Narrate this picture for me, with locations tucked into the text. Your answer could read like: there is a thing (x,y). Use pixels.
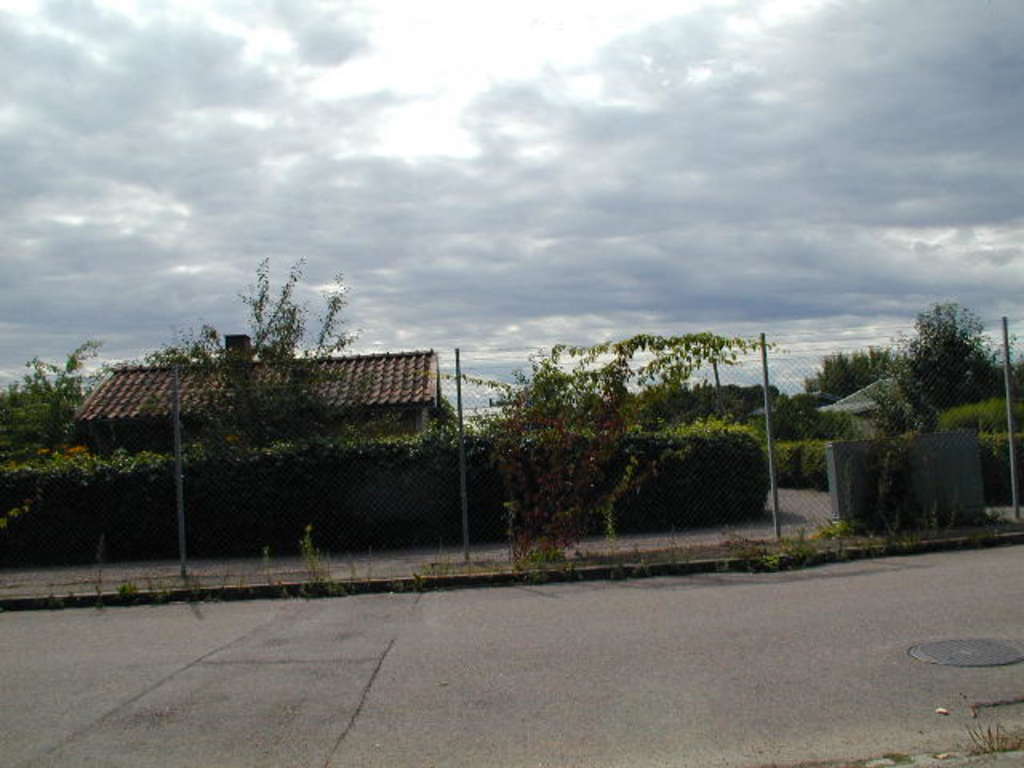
In this image we can see a few houses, there are some poles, trees (605,520), plants (681,516), grass (700,546), fence (795,438) and other objects (829,470), in the background (498,219) we can see the sky (134,212).
